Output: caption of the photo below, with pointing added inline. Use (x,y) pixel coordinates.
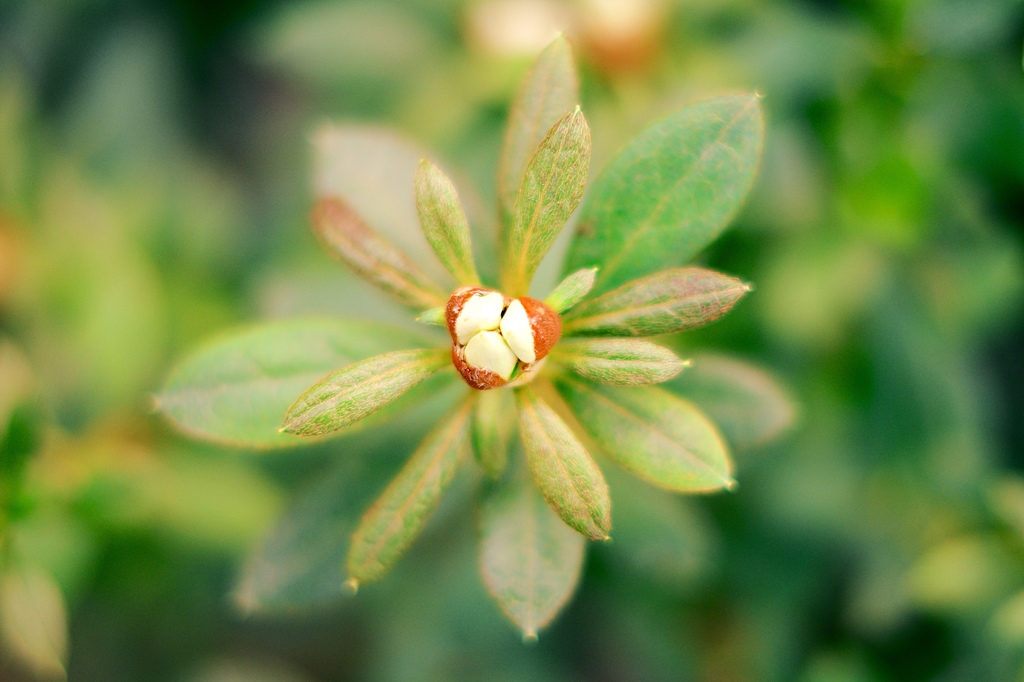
In this picture, we can see Bud (476,308) with plant (499,275), and we can see the blurred background (439,33).
